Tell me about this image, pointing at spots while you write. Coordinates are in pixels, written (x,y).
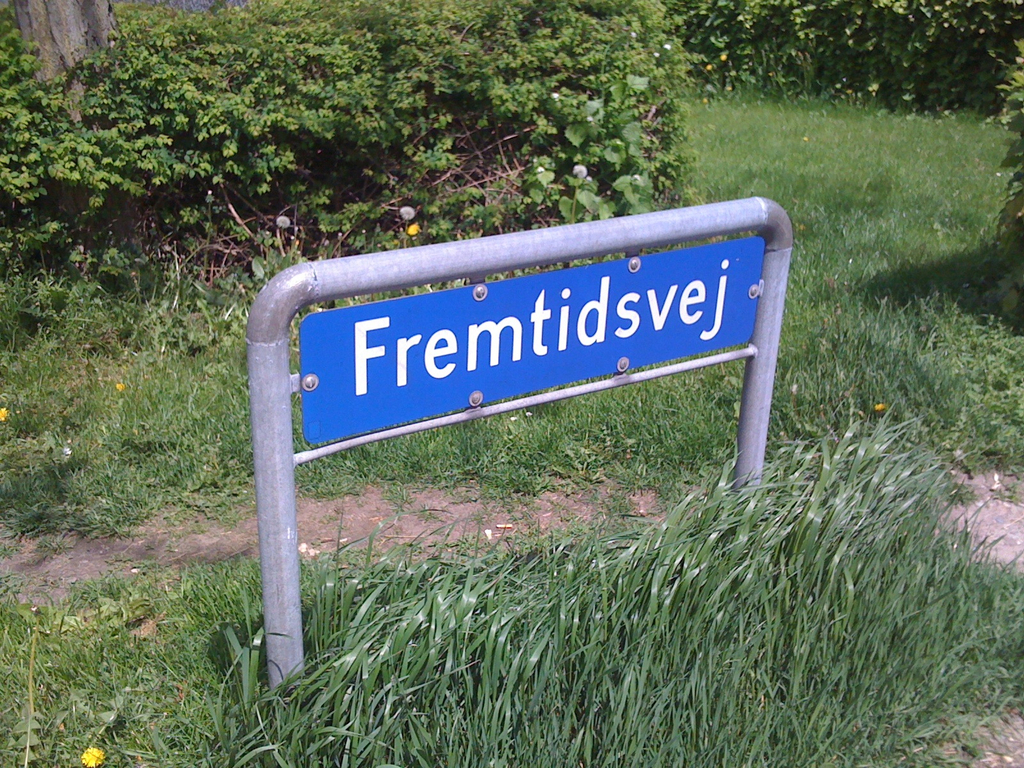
In the center of the image (353,428) there is a name board (754,264). At the bottom of the image (617,655) there is grass (775,602). In the background of the image (458,143) there are plants (207,108). There is a tree trunk (58,8).
